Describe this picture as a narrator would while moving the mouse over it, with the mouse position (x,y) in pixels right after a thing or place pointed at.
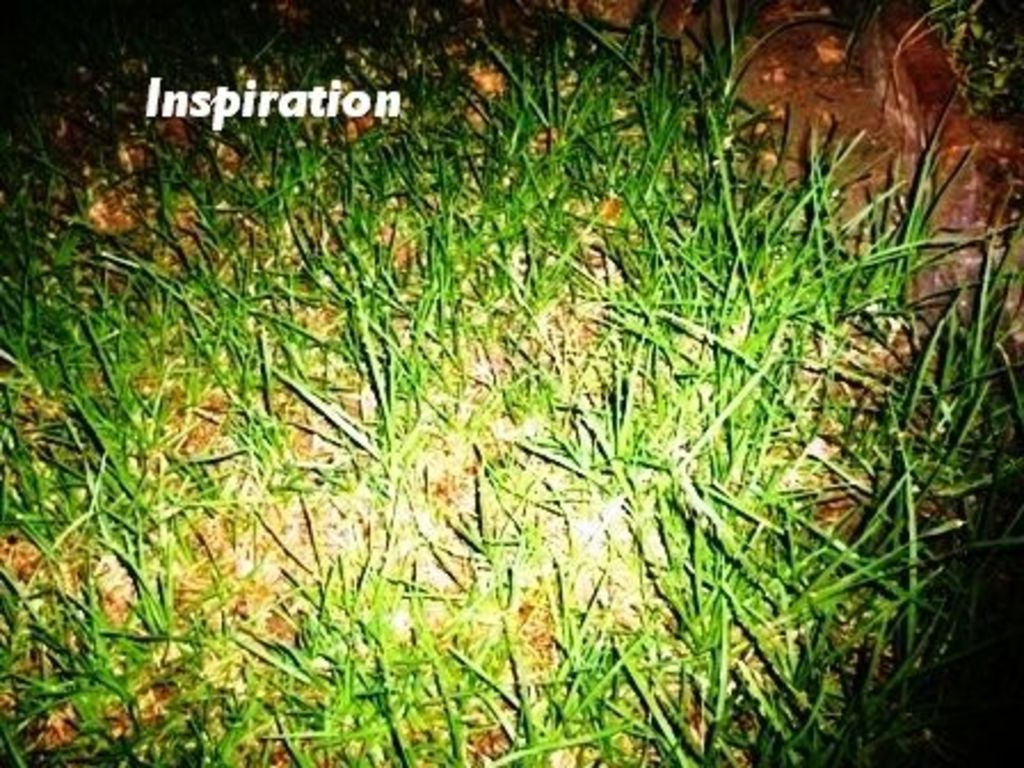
In this image we can see grass (5,528), some mud (825,88) and a text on the grass (391,222).
